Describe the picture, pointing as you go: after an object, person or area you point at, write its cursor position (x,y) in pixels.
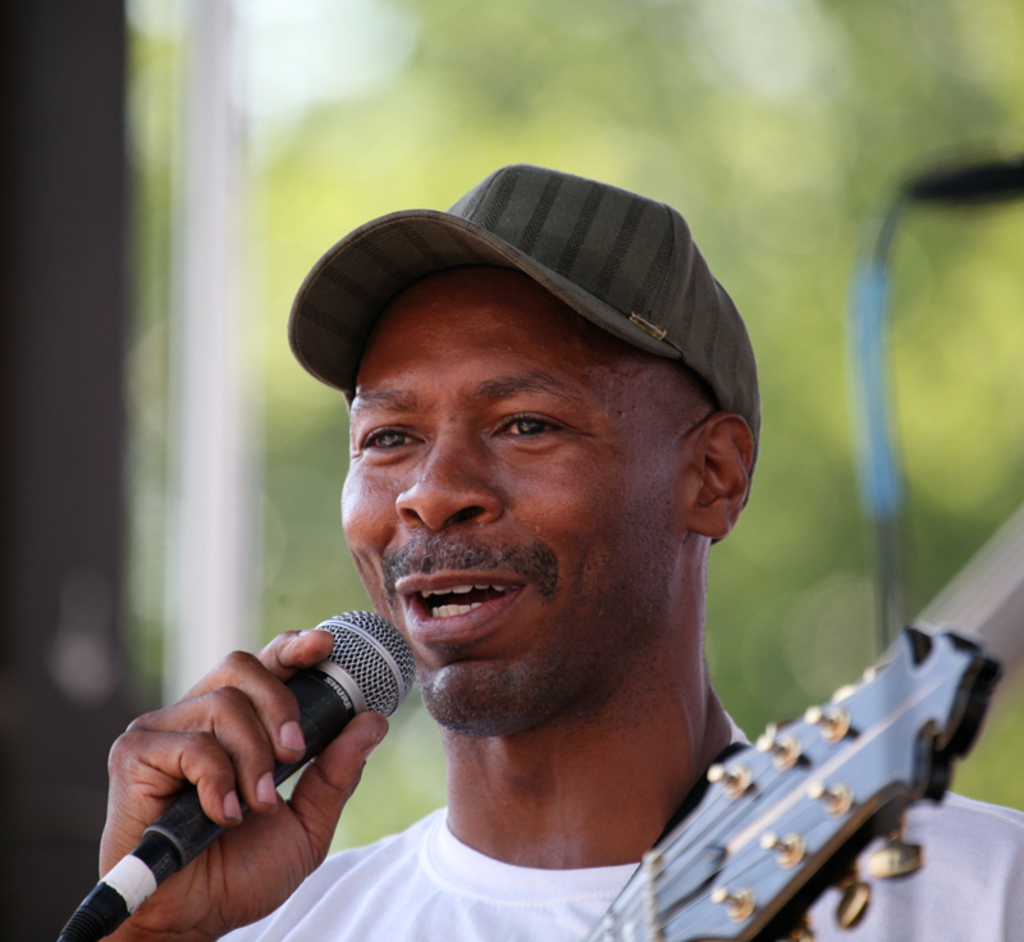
In the image a person (573,564) is talking as his mouth (487,615) is open. He is wearing a cap (601,303). He is holding a mic (320,734). He is holding a guitar (806,856). In the background (840,336) there are trees (280,215). The background (263,70) is hazy.
